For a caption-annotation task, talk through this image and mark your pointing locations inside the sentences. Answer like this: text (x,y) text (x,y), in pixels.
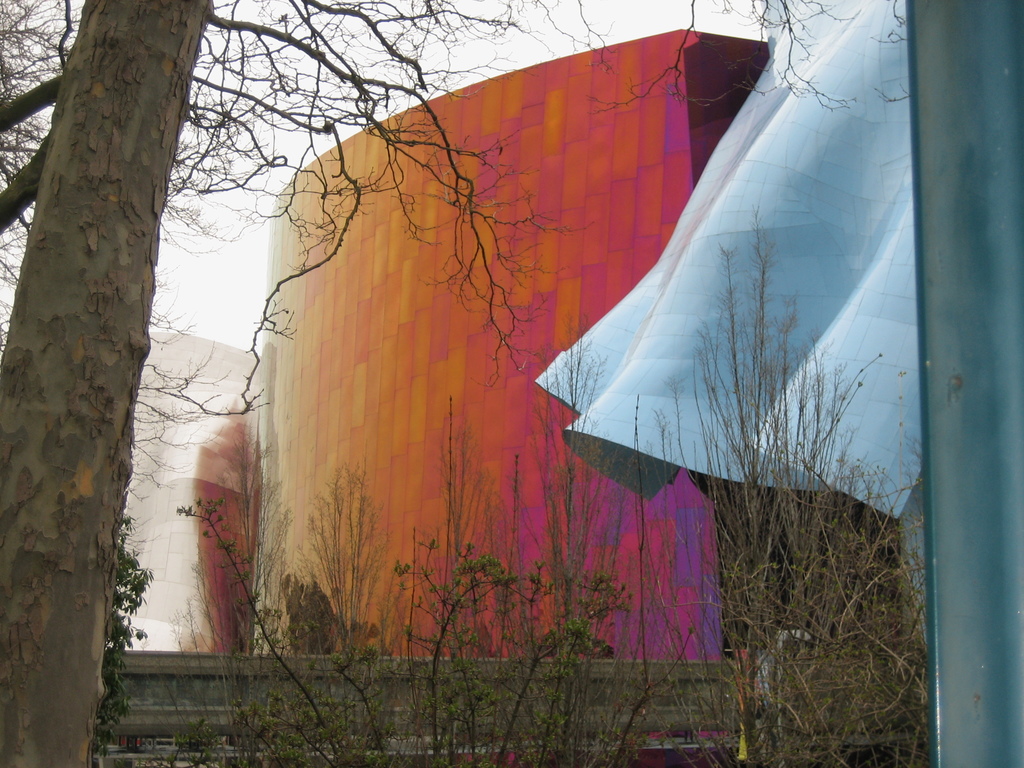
In this picture we can see there are architectural buildings (339,350). Behind the buildings (588,87) there is the sky (459,53). In front of the buildings (390,475), it looks like a wall (179,702). On the left side of the image (322,756) there are trees (31,285). On the right side of the image (949,358), it looks like a pole (934,472).
